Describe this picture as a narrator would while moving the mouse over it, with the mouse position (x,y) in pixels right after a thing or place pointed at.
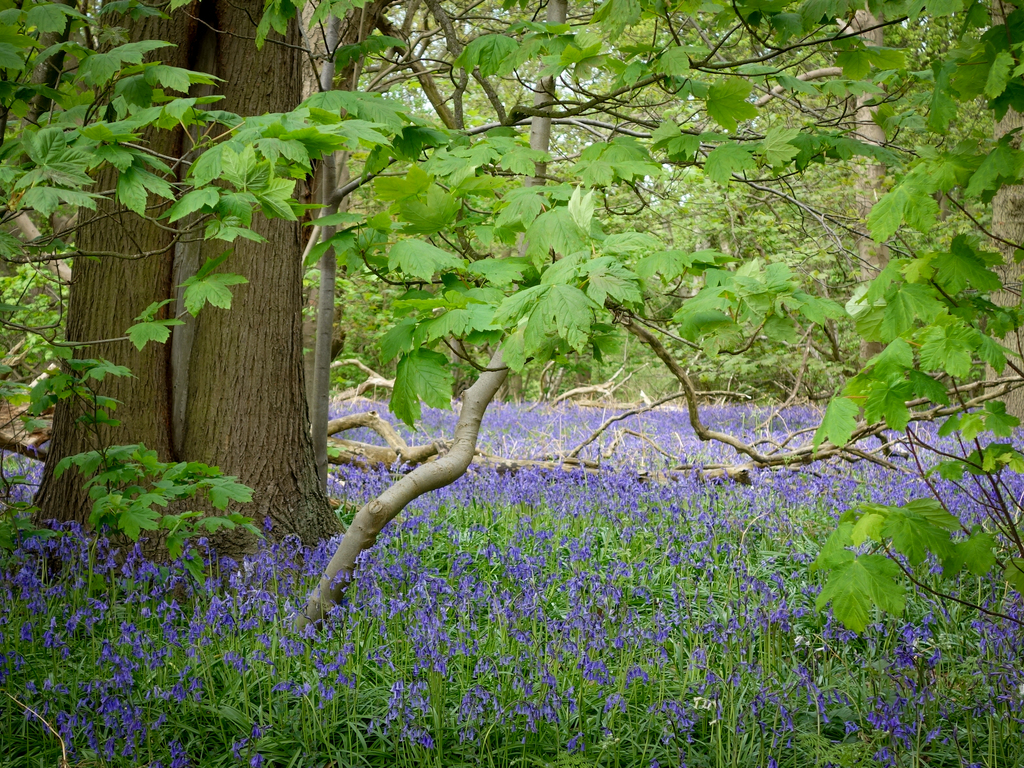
In this image we can see plants (544,581), flowers (527,568), and trees (911,75).
